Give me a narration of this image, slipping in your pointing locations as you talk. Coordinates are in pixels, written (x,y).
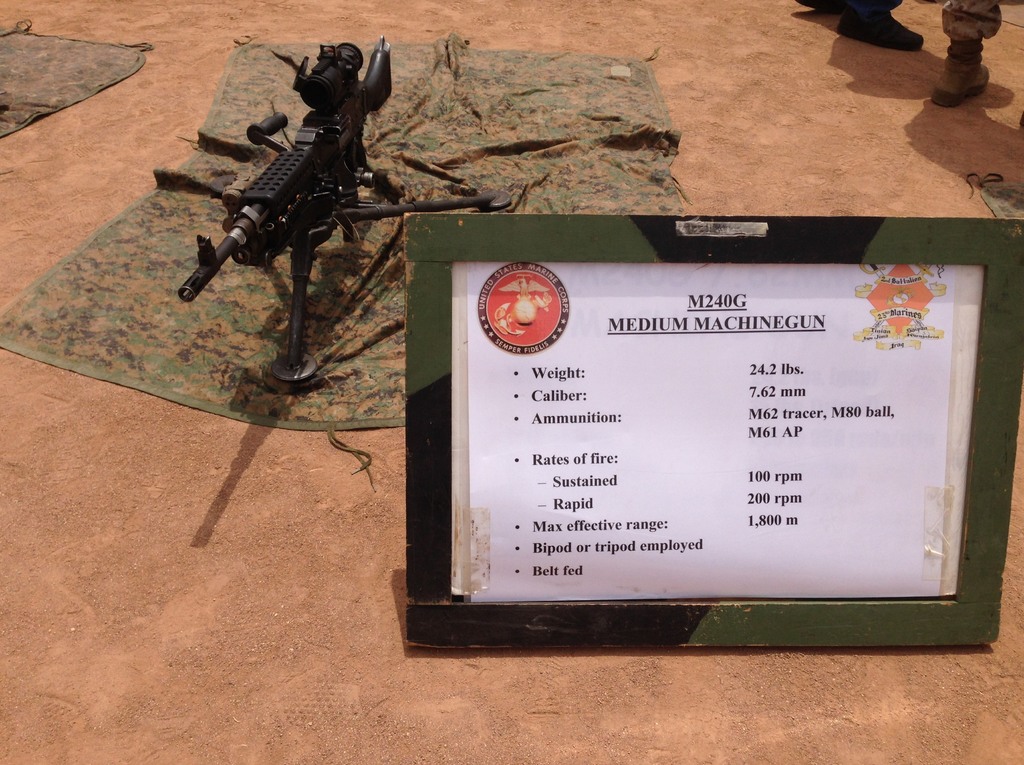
In this image we can see a gun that placed on a cloth (370,230) and to the side there is a board (405,216) with some text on it. We can also see the legs (986,24) of a person (986,24) and there are some clothes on the ground (134,97).
